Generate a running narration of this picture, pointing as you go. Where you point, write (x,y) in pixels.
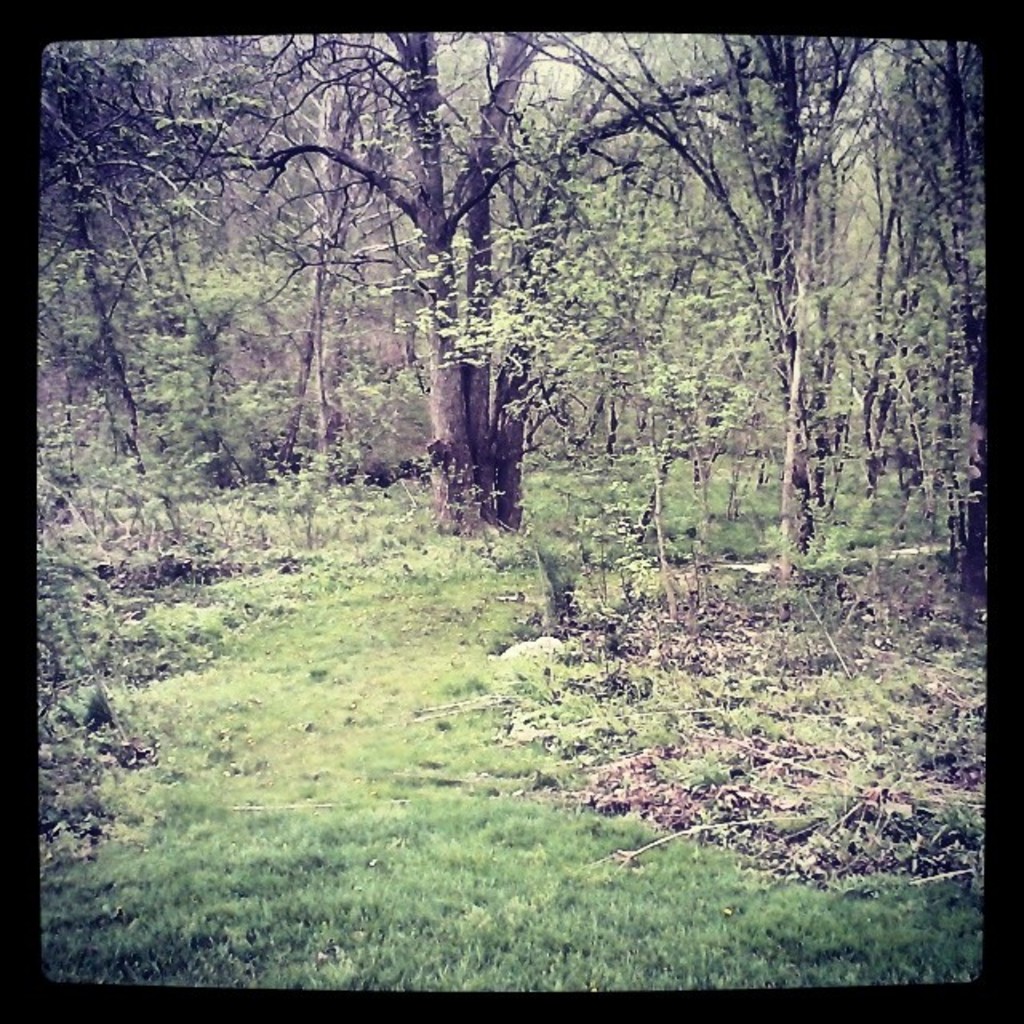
In this image we can see trees (342,192), plants (357,514) and grass (315,796).
